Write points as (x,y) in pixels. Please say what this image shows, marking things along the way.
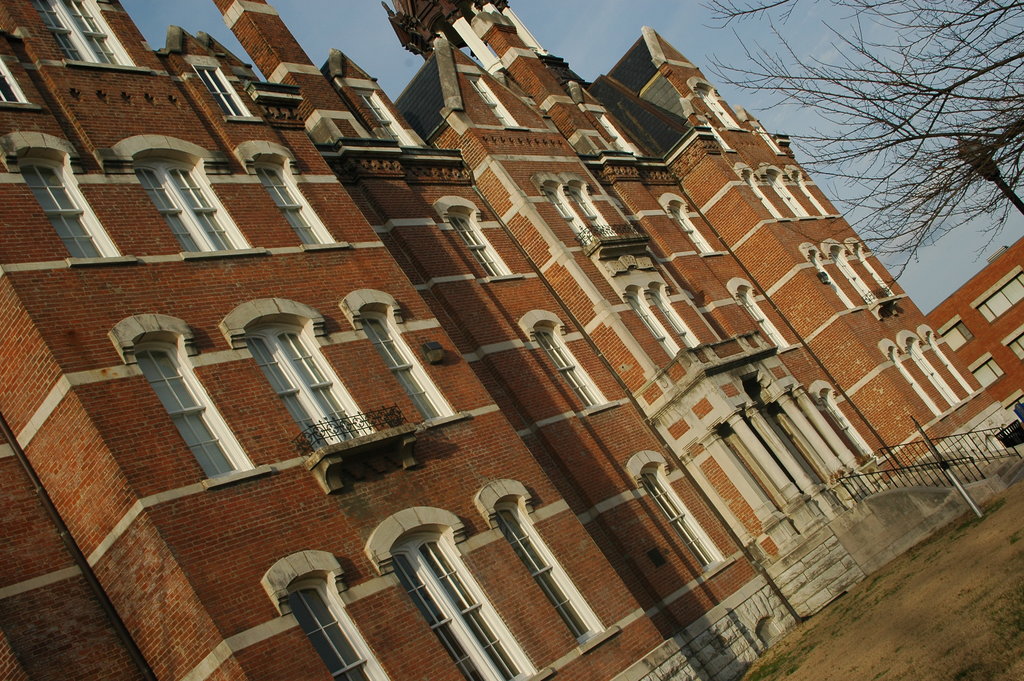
In this image we can see a big brick blocks building (302,566), steps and a tree (914,231) without leaves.
